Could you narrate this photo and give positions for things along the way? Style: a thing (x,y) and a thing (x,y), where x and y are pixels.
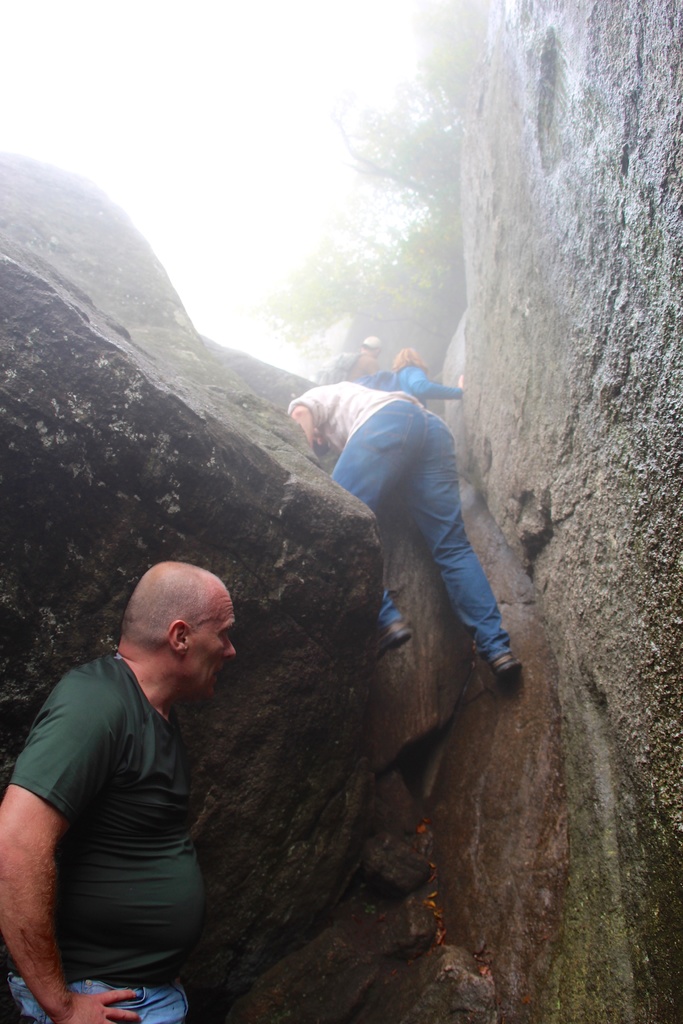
In this image in the center (370,409) there are persons (434,513) climbing wall (284,647) and in the front (125,891) there is a person (120,860) standing. In the background (395,223) there are trees (410,186) and there are stones (180,411) in the center (329,500).
